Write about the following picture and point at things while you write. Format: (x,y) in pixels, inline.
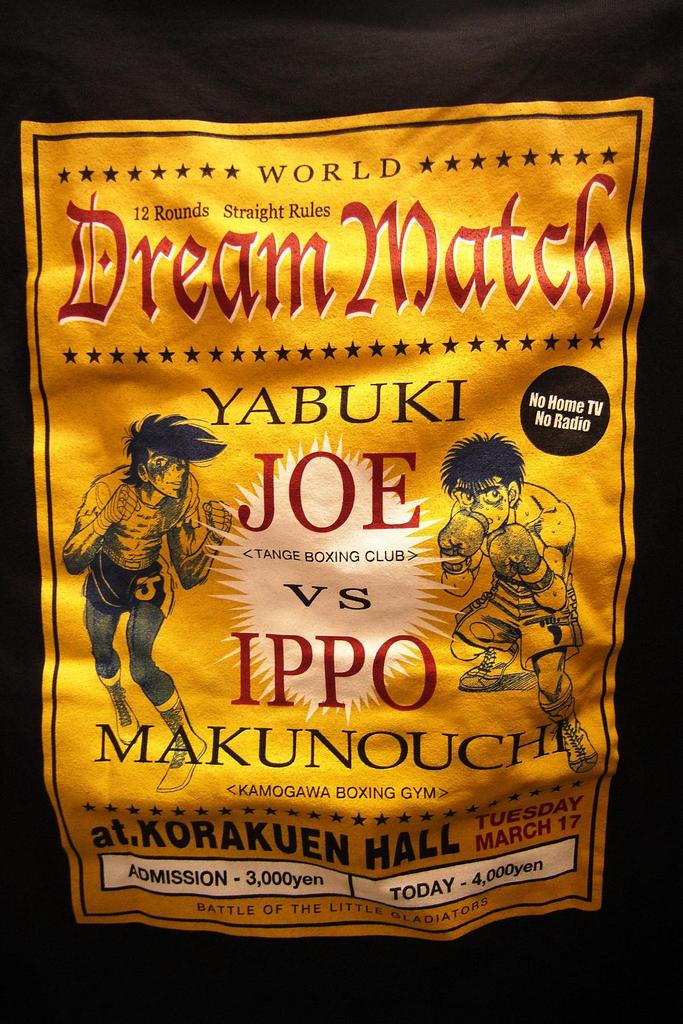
The picture consists of a poster (214,308). In the poster (201,319) there are cartoons (151,579) of two persons (514,547) and there is text (471,238).
